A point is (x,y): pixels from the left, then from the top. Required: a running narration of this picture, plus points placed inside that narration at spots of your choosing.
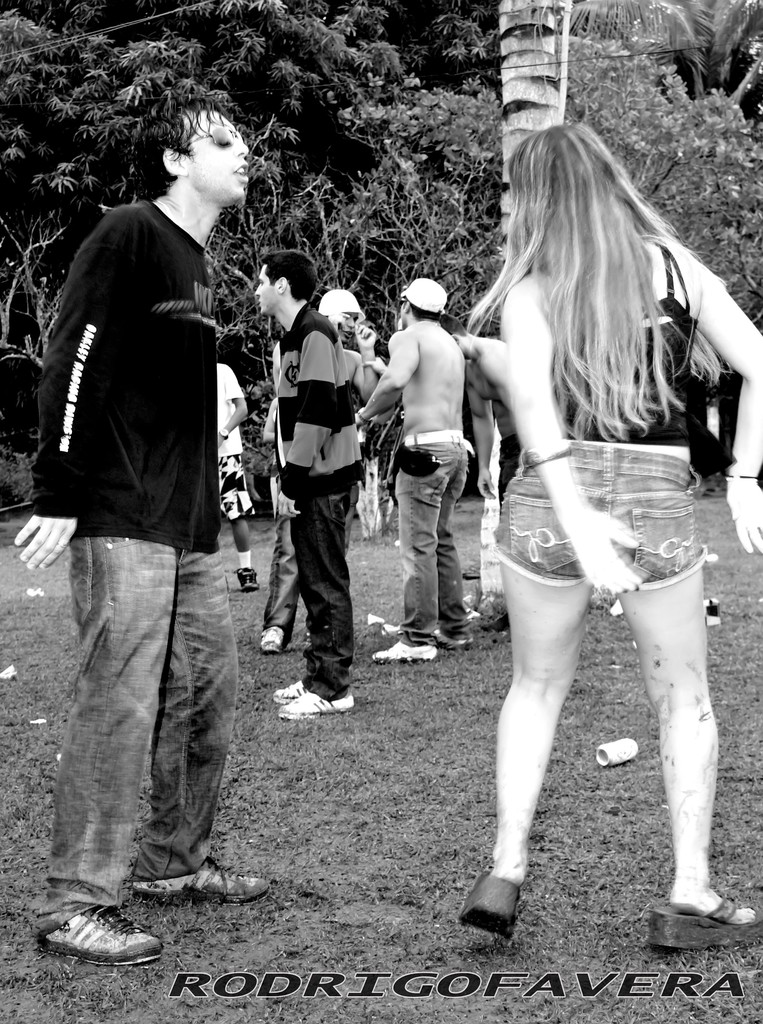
In this image we can see a few people (410,544), there is a soda can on the ground (601,695), there are trees (580,62), also we can see the text (443,978) on the image, and the picture is taken in black and white mode.
